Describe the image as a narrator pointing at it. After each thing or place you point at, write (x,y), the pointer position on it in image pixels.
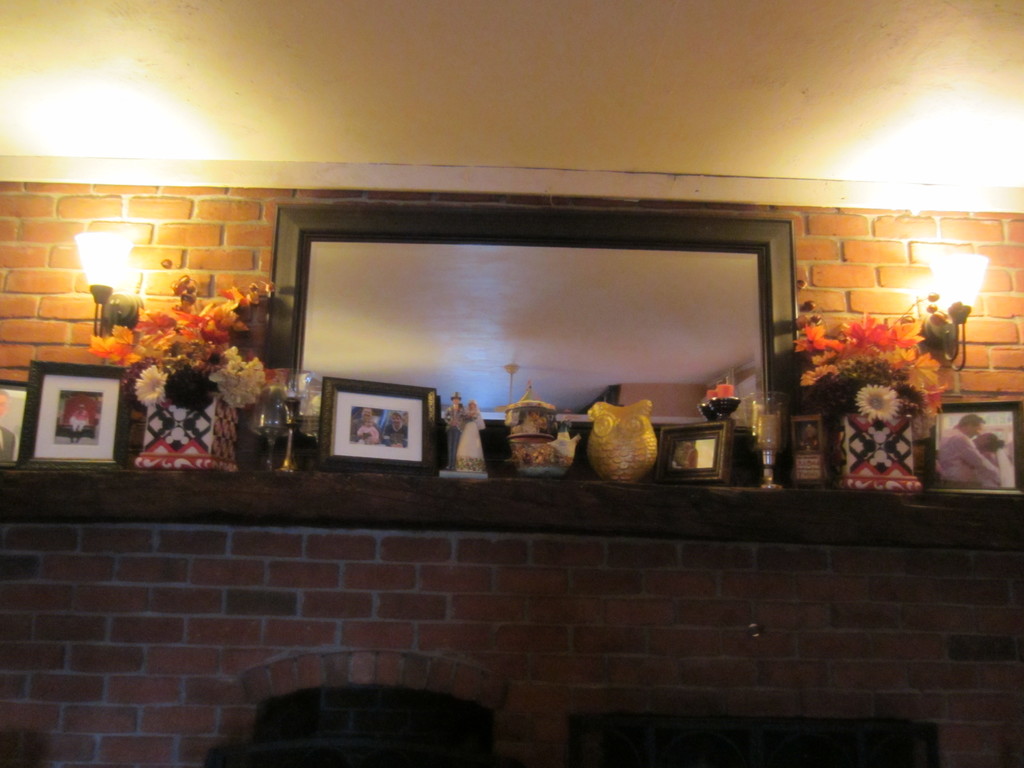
In this picture, we can see the wall (50,293), and some objects (950,487) on the wall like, photo frames (952,449), jars (217,439), flowers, toys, and we can see some lights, and the roof (646,141).
